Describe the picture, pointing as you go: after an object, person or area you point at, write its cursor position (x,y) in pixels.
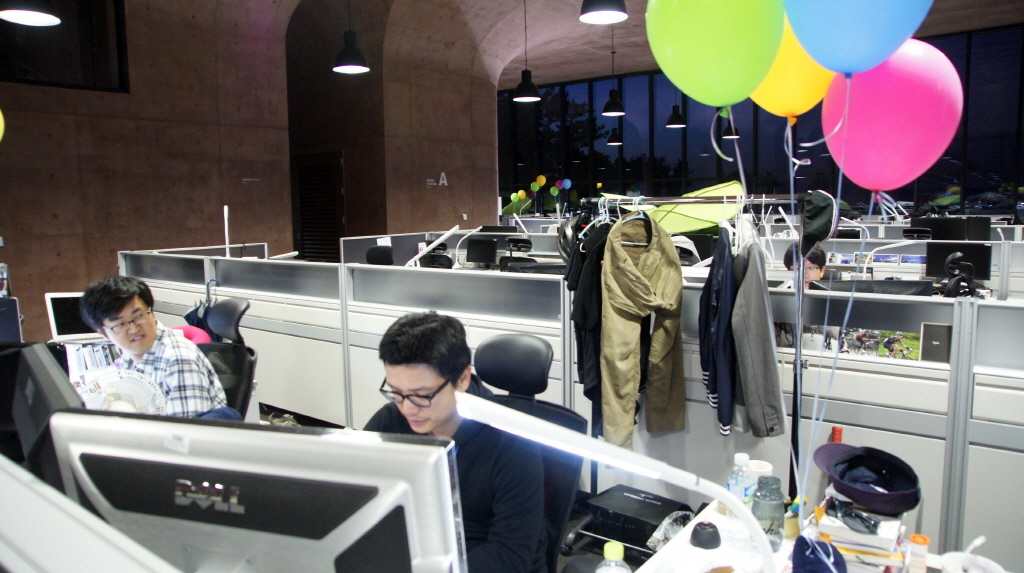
In this image we can see the cabins (298,399), monitors (990,259), chairs (509,263) and people (390,409). In the middle of the image (603,347), we can see garments (649,258), stand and balloons (791,93). In the background (639,166), we can see the glass (532,170). Behind the glass (539,149), we can see trees (582,133) and the sky (659,117). At the top of the image (597,21), we can see the lights (611,108) are hung from the roof (520,19). We can see bottles (918,550), cap (880,507), goggles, books (865,538) and so many objects (906,556) in the right bottom of the image (918,557).
